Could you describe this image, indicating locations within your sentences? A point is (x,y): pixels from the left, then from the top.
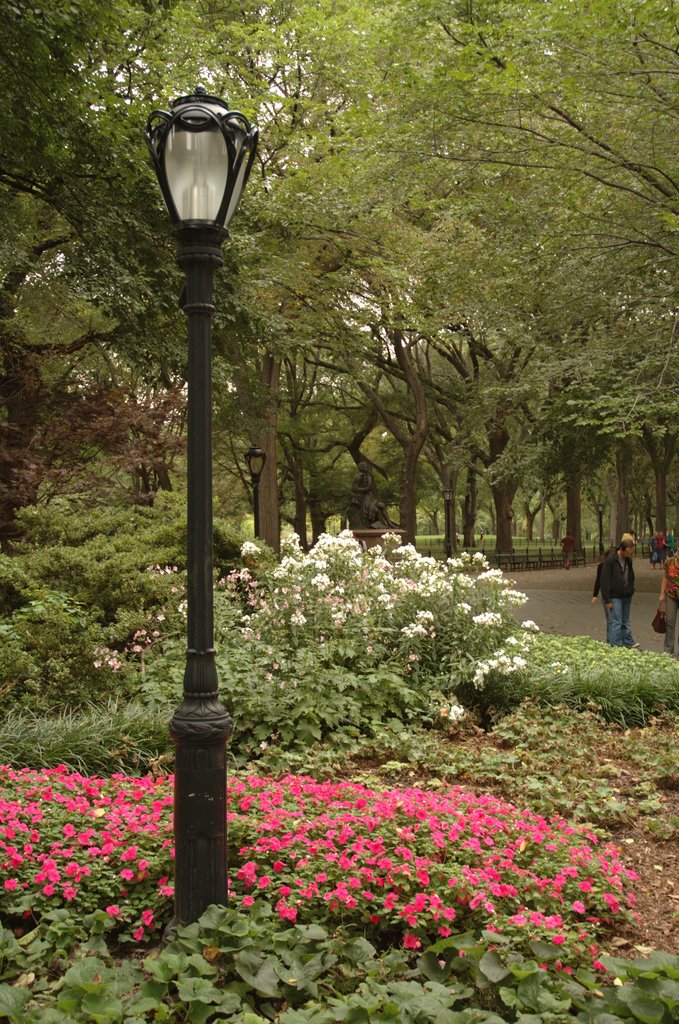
In this picture I can see number of plants (230,692) in front (126,804) on which there are flowers (267,802) which are of pink and white color and I see a light pole (169,140). In the background (7,344) I can see number of trees (319,440) and I see the road (586,583) on which there are few people (622,590).
